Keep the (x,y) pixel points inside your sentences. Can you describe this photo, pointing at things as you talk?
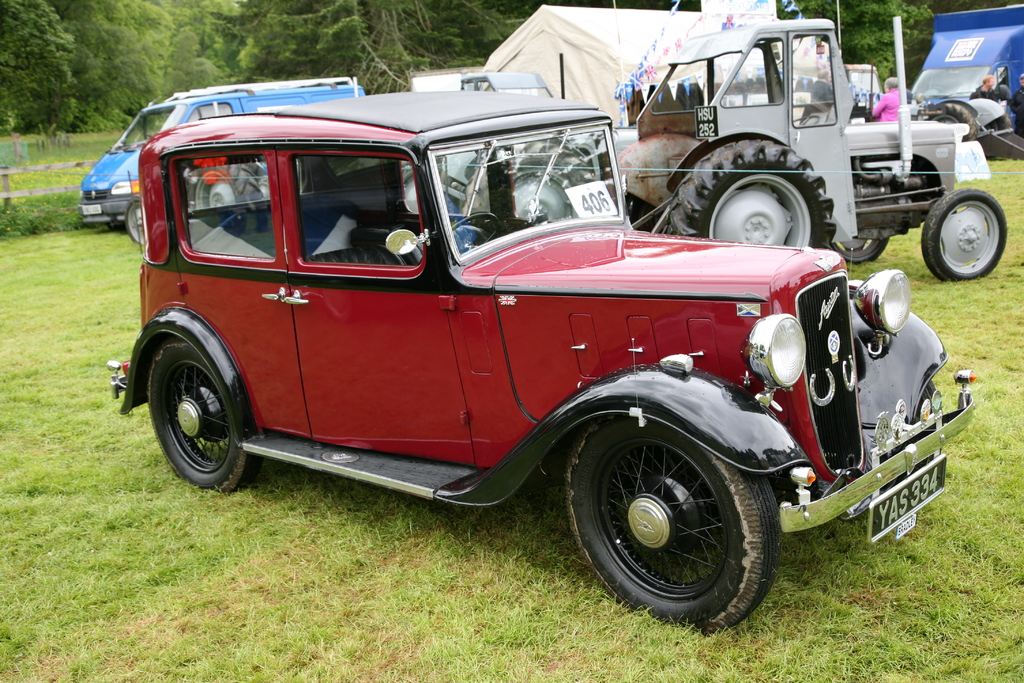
In this picture I can see vehicles (629,251) on the grass (1010,204), there are few people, there are decorative flags (680,43), fence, there is a canopy tent (688,29), and in the background (367,25) there are trees (329,12).
